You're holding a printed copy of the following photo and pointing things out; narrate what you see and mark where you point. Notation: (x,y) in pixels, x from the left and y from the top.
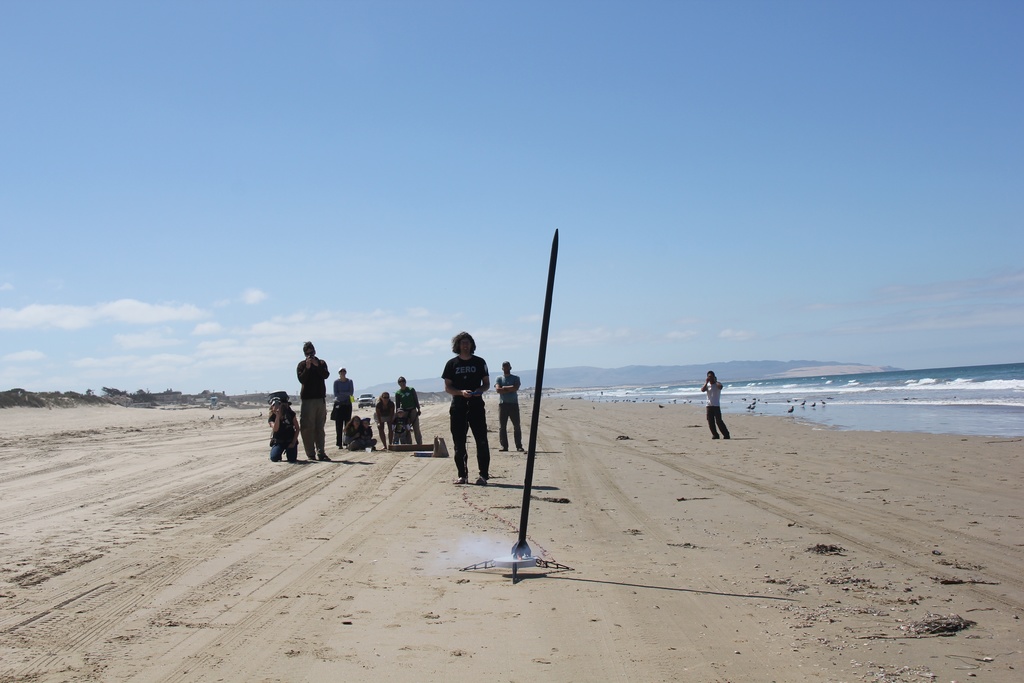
In this image we can see a few people (336,409) on the seashore (737,432), some of them are taking pictures using cameras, there is a person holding an object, there is an object (524,522) on the stand (547,567), there are rocks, also we can see the mountains (607,379), and the cloudy sky (683,270).
